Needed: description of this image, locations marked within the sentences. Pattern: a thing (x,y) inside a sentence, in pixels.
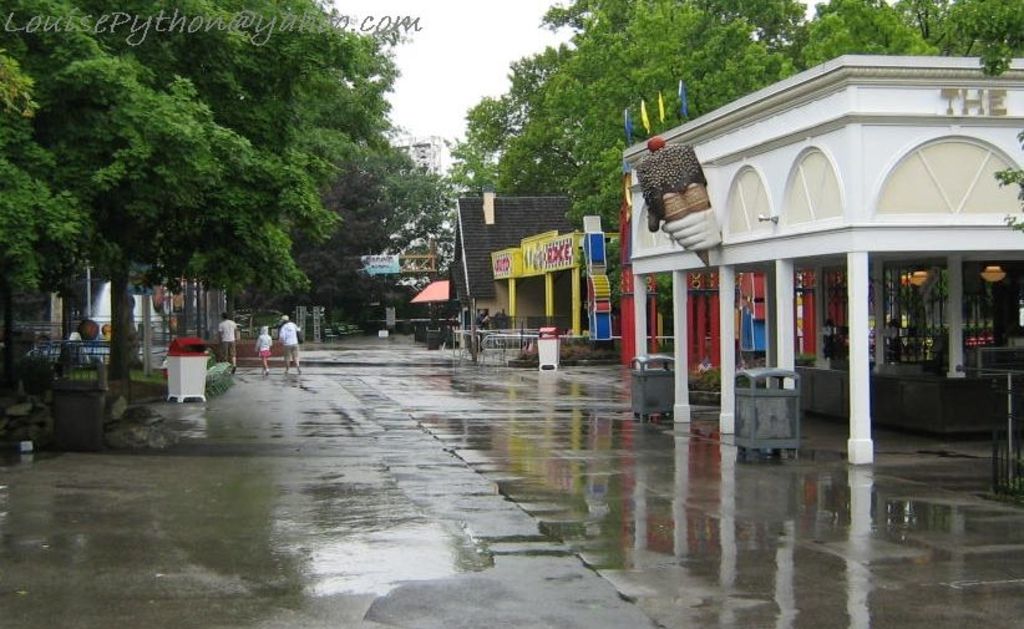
This is the picture of the road (452,529). At the left (326,134) and at the right (692,50) there are trees (541,61). At the right (718,139) there are buildings (704,299). There are three people (285,346) walking on the road (371,446). At the top (470,52) there is a sky (460,22). At the right (994,281) there are lights (986,271) and there are flags (629,119) on the top of the building (723,114).
